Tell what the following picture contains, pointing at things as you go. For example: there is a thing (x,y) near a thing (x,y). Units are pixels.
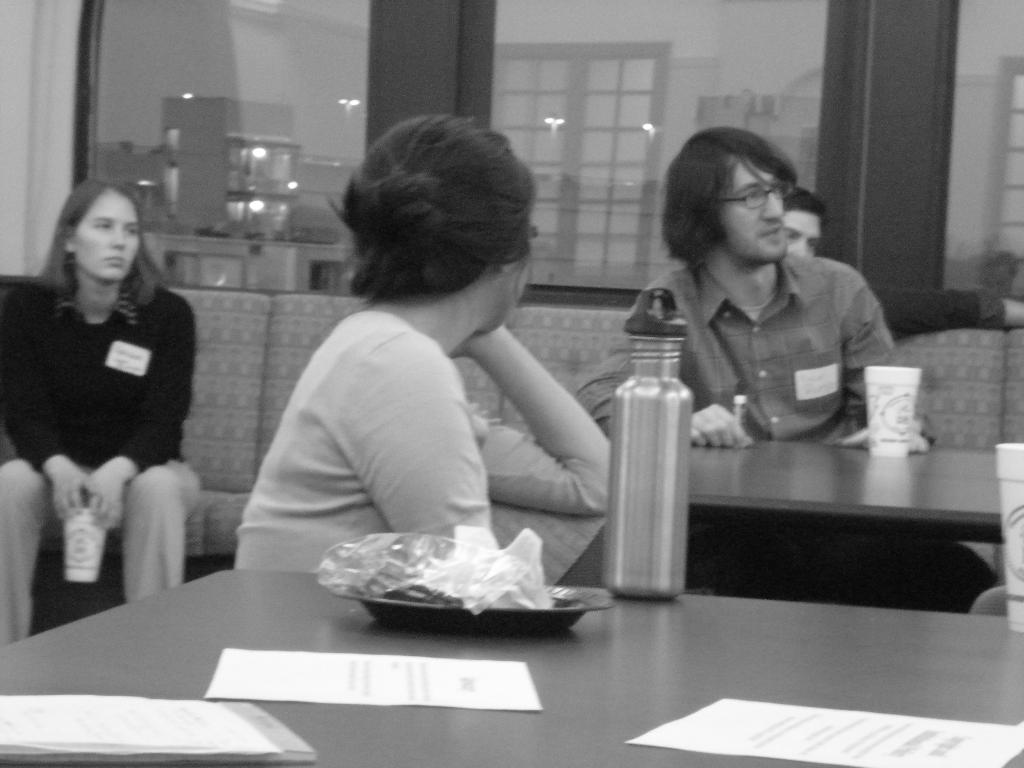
In this image i can see a group of people (462,405) are sitting on a couch (218,497) in front of a table (674,615). On the table (668,603) we have few objects (685,522) on it.
